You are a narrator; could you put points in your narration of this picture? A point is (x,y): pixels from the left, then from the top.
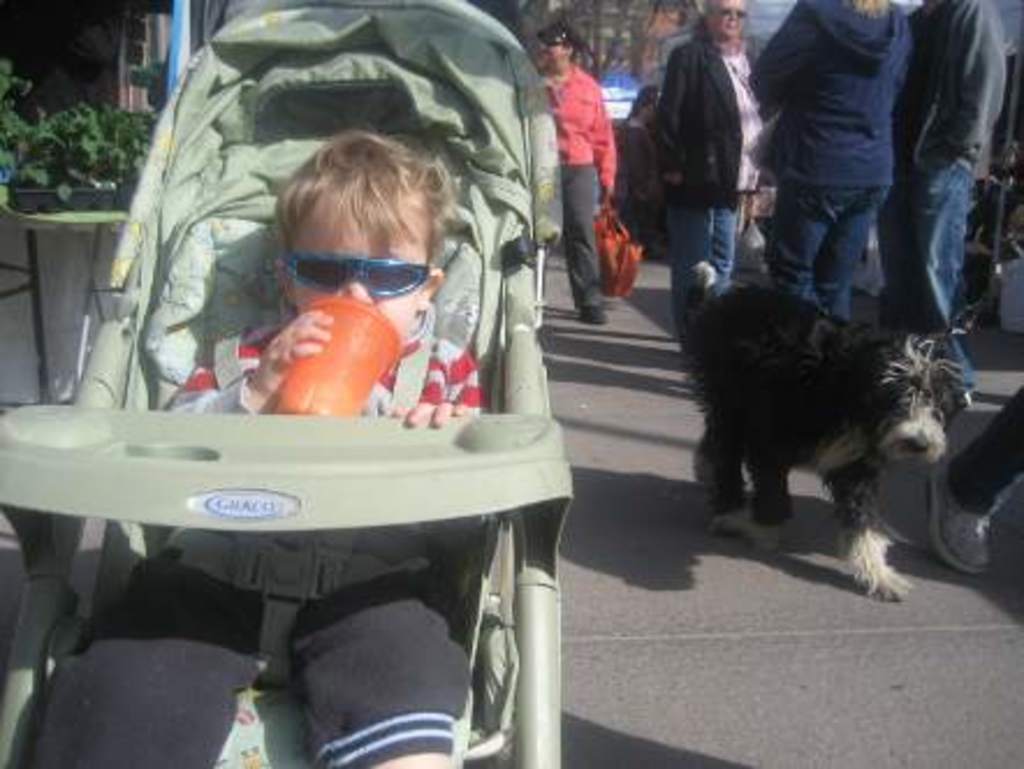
There are people (816,187) standing, this is dog (938,428), here a child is sitting in the trolley (355,84) holding glass (342,329), here there are plants (89,146).
